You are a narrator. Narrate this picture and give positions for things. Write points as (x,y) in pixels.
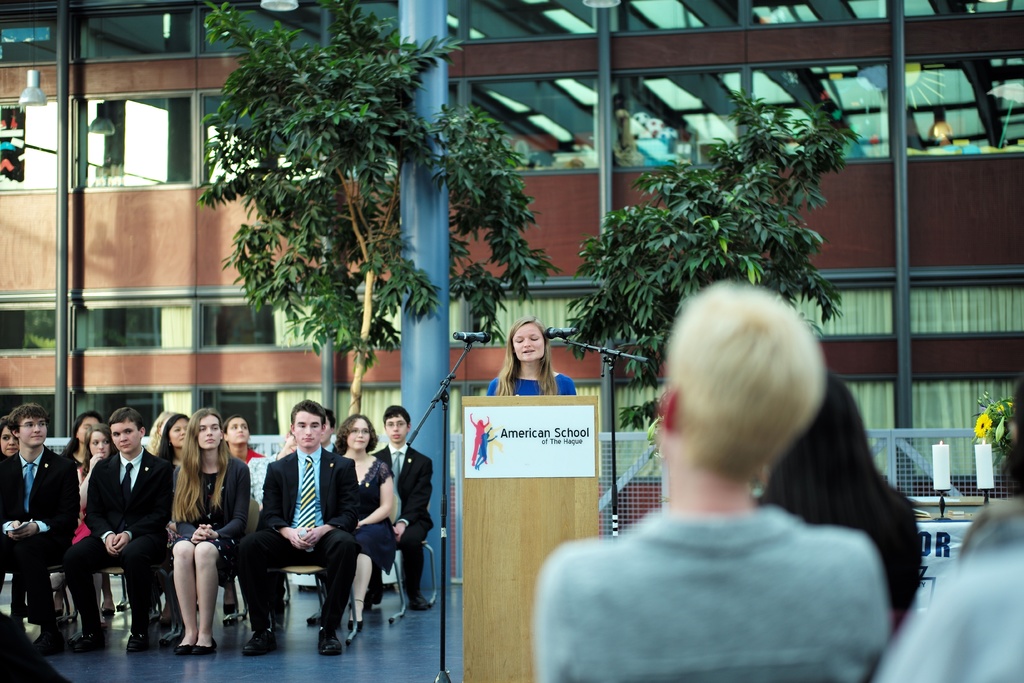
There is a group of persons (189,549) sitting on the chairs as we can see on the left side of this image (175,493). There is one person (528,390) standing in the middle (532,376), and there are some persons (724,442) sitting on the right side of this image (793,562). There are two Mics (444,398) in the middle of this image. There are two trees (504,219) present beside to these persons (122,511). There is a building (118,185) on the background (881,304).
